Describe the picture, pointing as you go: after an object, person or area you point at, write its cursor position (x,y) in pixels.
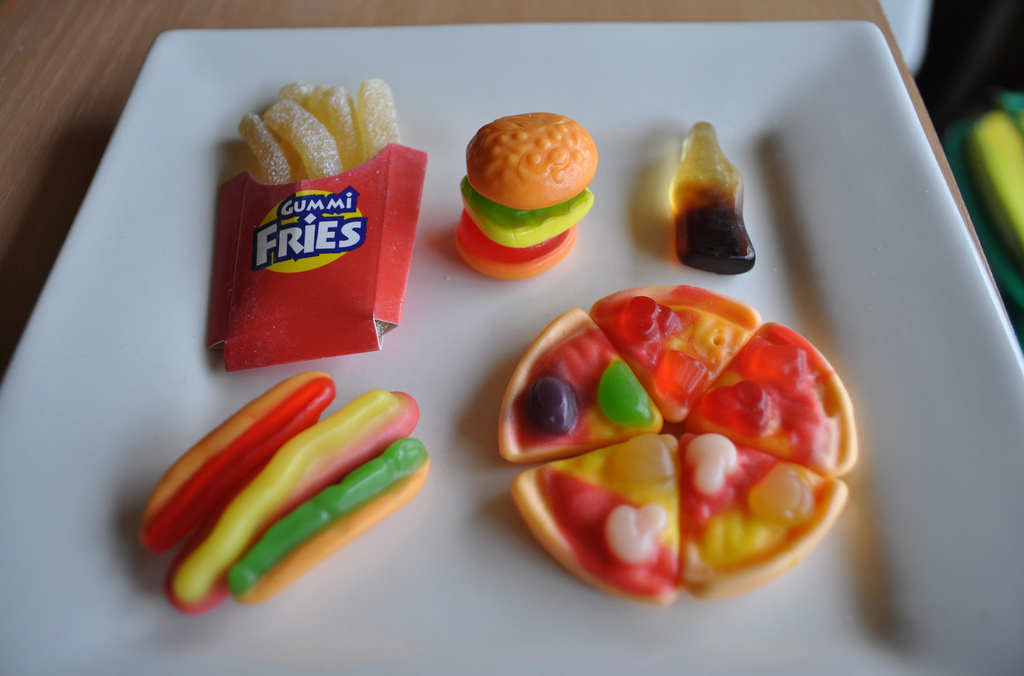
In the image we can see a plate (45,383) white in color, in the plate (144,360) we can see there are food items (564,362), this is a wooden surface (52,90).
